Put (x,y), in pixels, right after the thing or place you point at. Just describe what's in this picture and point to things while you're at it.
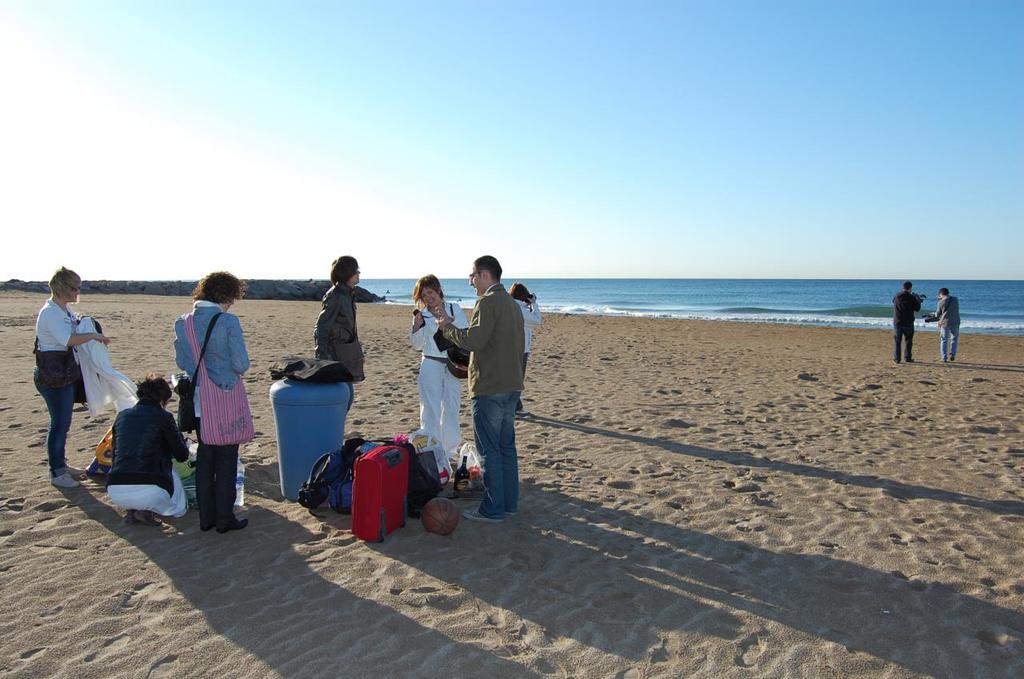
In this image there are a few people (516,328) standing on the beach sand (339,518), beside them there is luggage (337,463), in front of them there is a sea (700,312).
